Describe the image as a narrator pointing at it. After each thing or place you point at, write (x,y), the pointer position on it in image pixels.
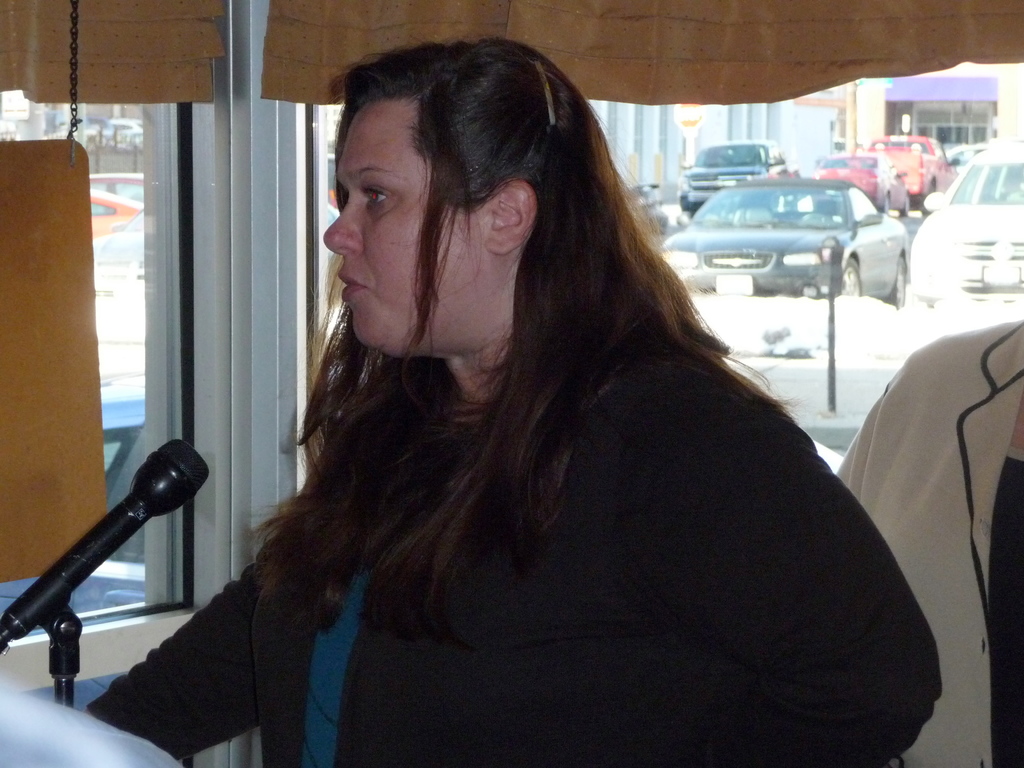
In the image there is a woman (400,364), she is speaking something. Behind the woman (648,537) there is another person (916,502) and there is a window (309,280) behind them, outside the window (834,128) there are many vehicles (854,202).
